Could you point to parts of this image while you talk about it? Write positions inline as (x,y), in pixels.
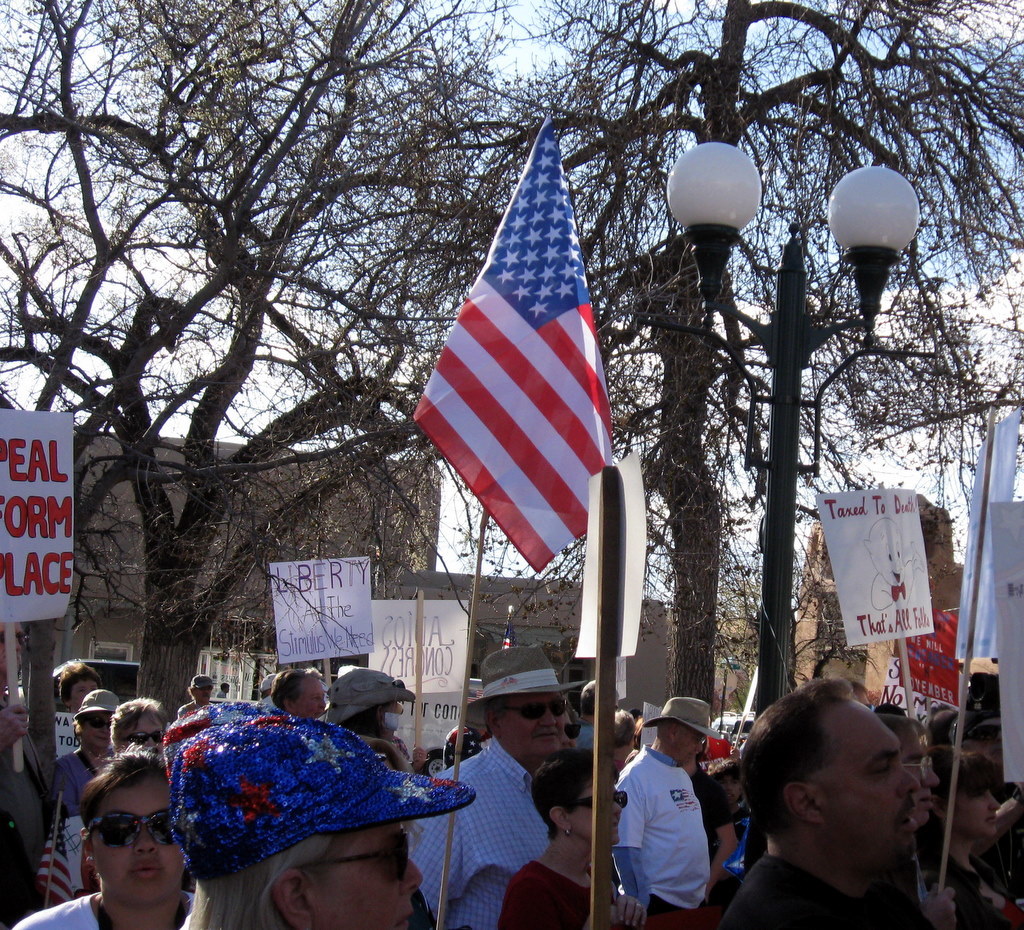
At the bottom of the image (319,740) there are many people (445,818) standing and holding placards (438,651) in their hands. And there is something written on it. And also there is a pole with lamps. There is a flag (448,426). Behind them there are trees (703,526). Behind the trees (749,395) there is a wall (433,597) and also there is sky (1011,313).
